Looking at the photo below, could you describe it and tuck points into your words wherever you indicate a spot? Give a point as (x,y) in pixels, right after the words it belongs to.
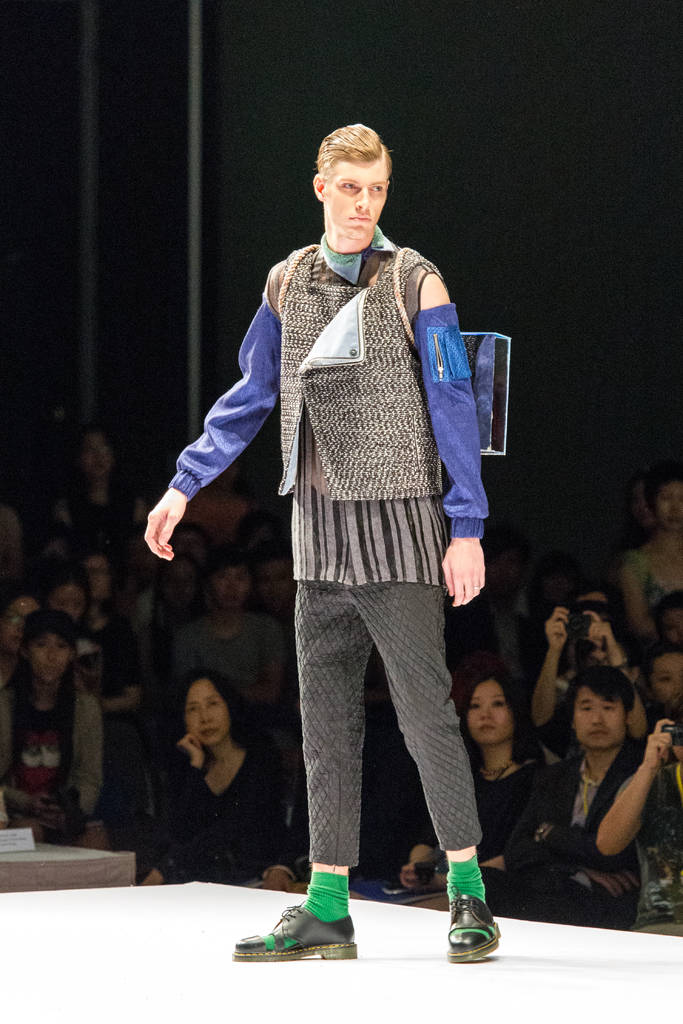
In the center of the image (344,487) we can see one person (379,619) is standing on some object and he is in a different costume (362,675). And we can see a few people (648,667) are sitting, few people (680,611) are standing and a few people (517,696) are holding some objects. On the left side of the image (93,869), we can see some objects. And we can see the dark background (600,337).
